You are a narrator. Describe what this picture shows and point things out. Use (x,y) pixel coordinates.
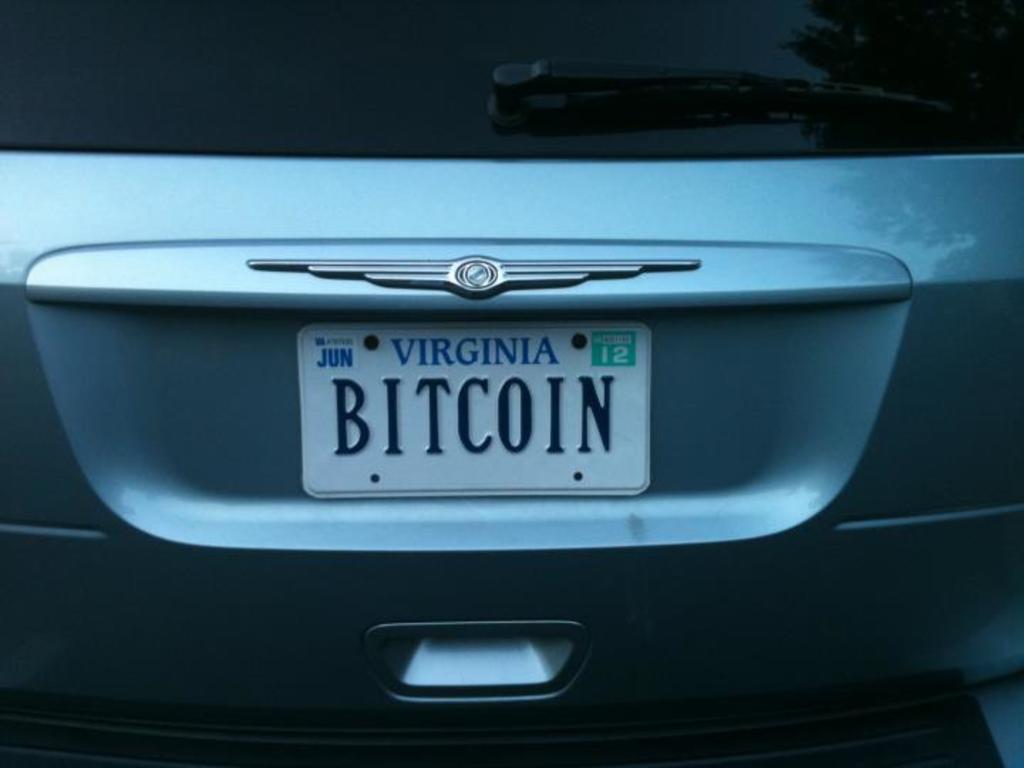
There is a zoom in picture of a car (598,200). We can see there is a number plate (528,397) in the middle of this image (401,463).
